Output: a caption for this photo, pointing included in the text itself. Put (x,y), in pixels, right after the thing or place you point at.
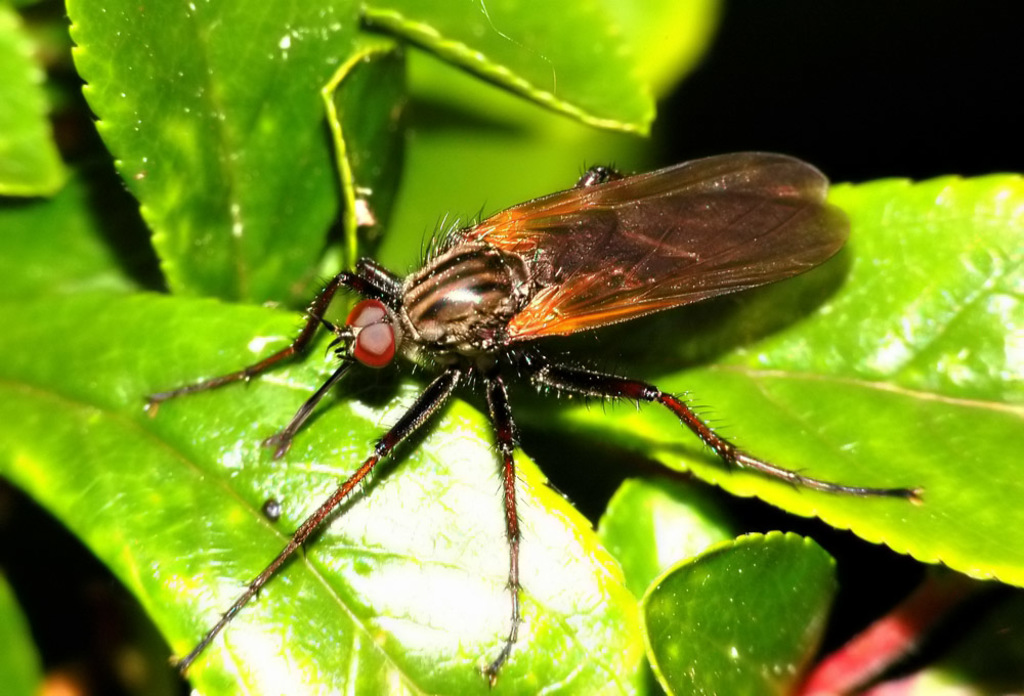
In the center of the picture (395,327) there is an insect (528,302), on the leaves (513,201). The background (32,577) is dark.
